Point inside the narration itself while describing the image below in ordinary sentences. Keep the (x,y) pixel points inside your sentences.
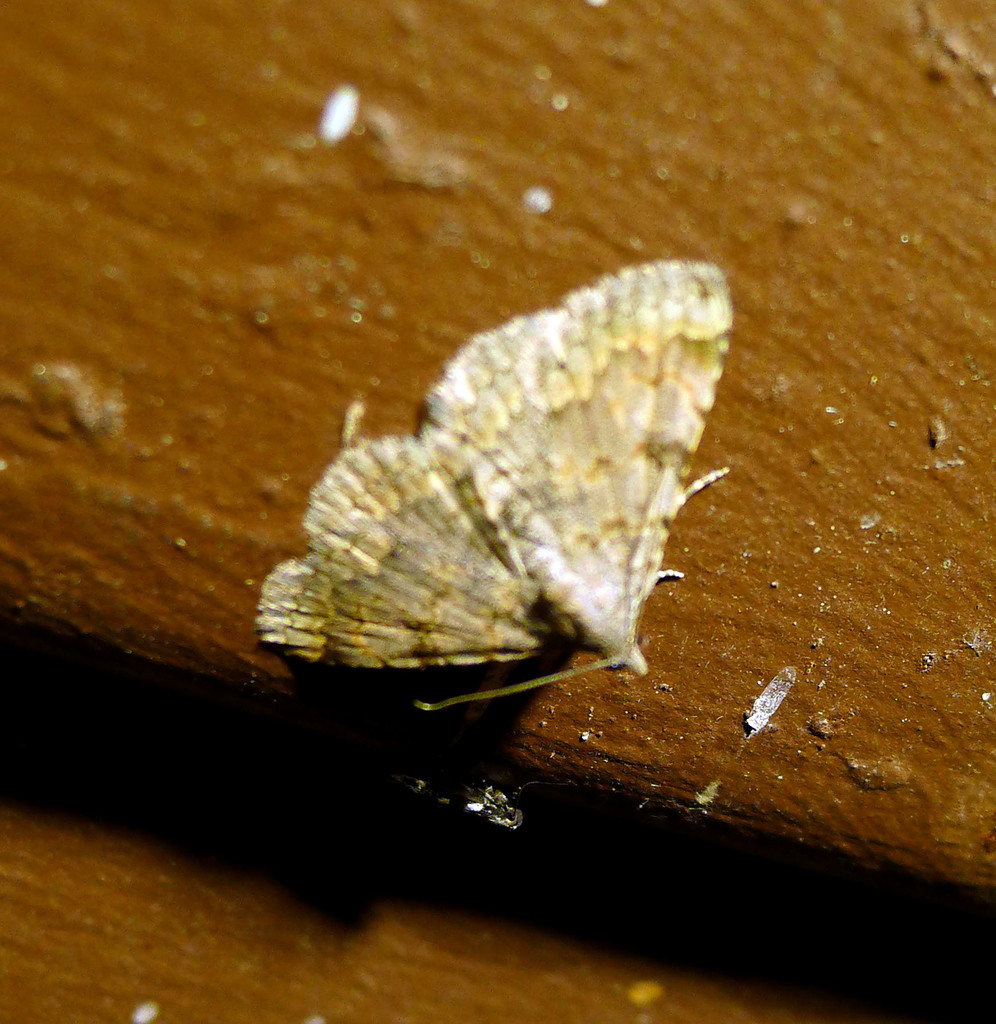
In this picture we can see a brown color moth (511,563) sitting on the painted board (710,573).
